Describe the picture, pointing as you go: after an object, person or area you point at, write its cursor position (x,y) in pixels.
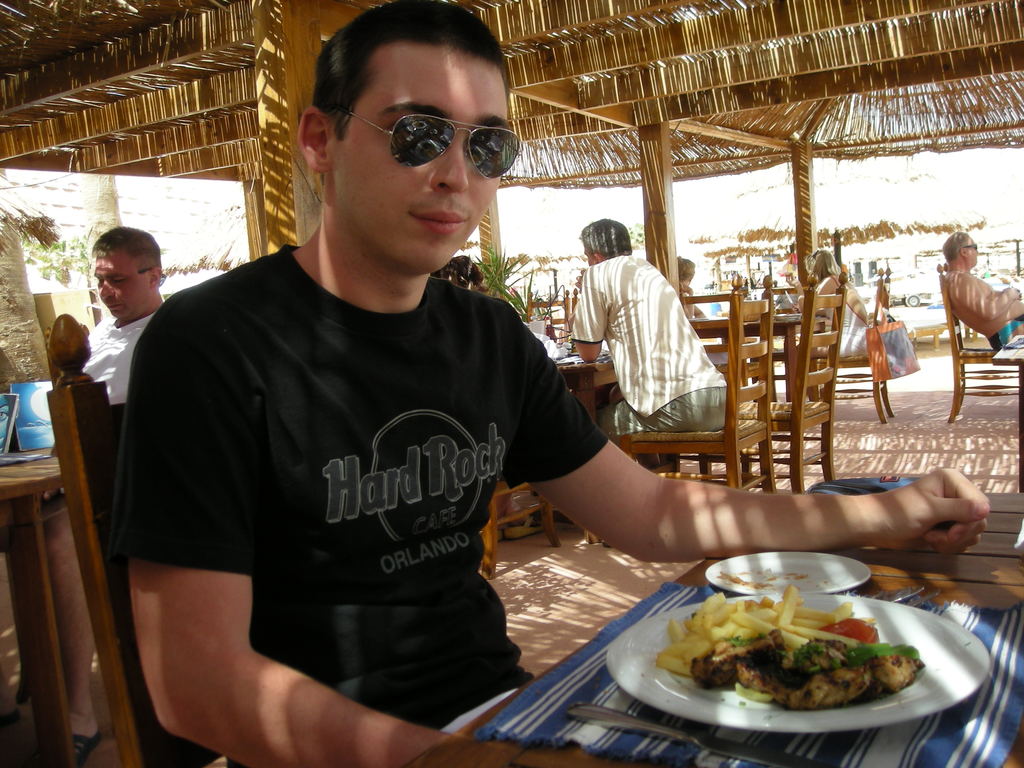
In the center of the image (412,296) there is a person (324,395) sitting in the chair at the table (661,766). On the table (645,766) we can see food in the plate (941,673) and knife (647,725). In the background (1003,328) we can see persons (682,376), chairs (741,363), tables (790,357) and tent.
